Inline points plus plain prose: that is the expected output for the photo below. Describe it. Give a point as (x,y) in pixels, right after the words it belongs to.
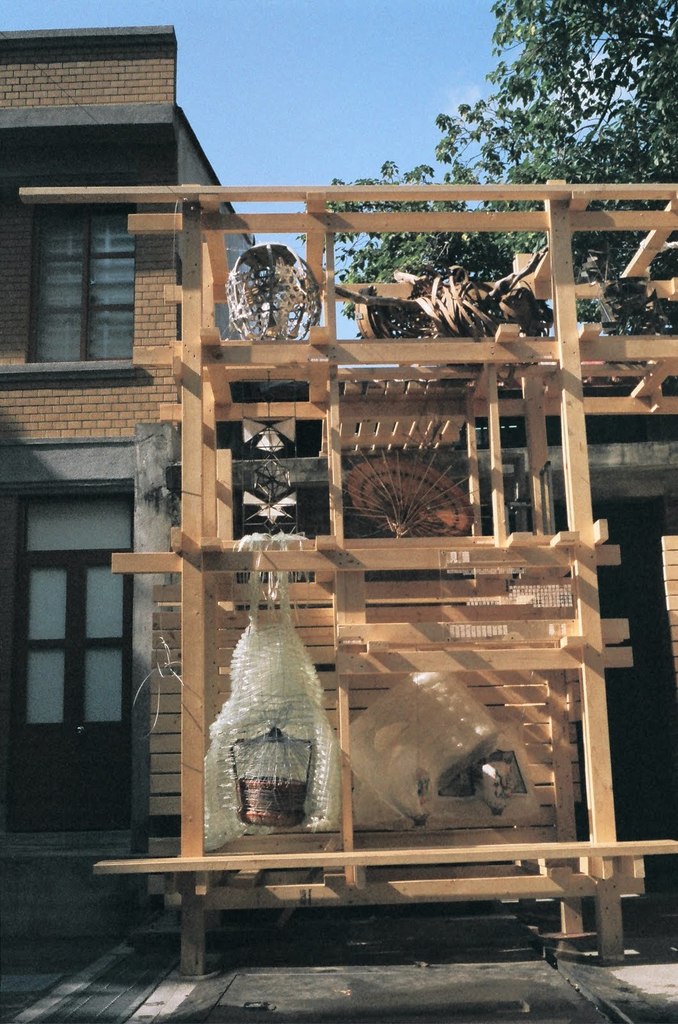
This picture is clicked outside. In the foreground (561,781) we can see a wooden object (374,426). In the background (371,240) there is a sky (416,131), tree (669,74) and a building (110,322).
